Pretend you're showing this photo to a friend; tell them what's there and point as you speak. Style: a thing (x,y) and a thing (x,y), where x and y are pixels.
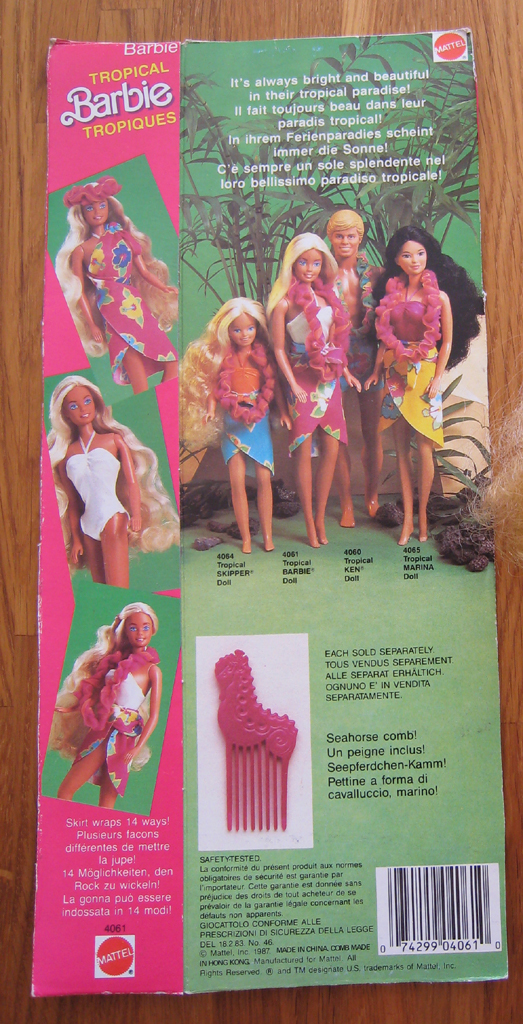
In this image there is a table (251,1). On top of it there is a paper (295,759) on which there is text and depictions (215,344) of people (297,447).
